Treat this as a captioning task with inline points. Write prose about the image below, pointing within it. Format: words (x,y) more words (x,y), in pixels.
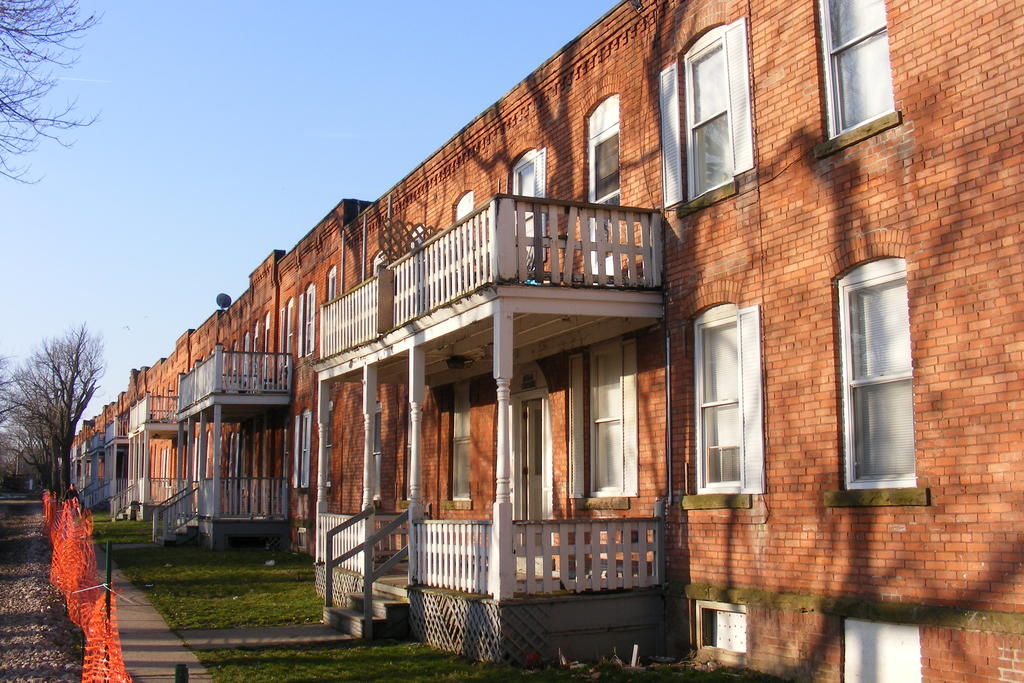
In this image we can see brick buildings (610,363), fence (105,654), grass (187,565), trees (17,460) and the sky (221,229) in the background (318,207).
